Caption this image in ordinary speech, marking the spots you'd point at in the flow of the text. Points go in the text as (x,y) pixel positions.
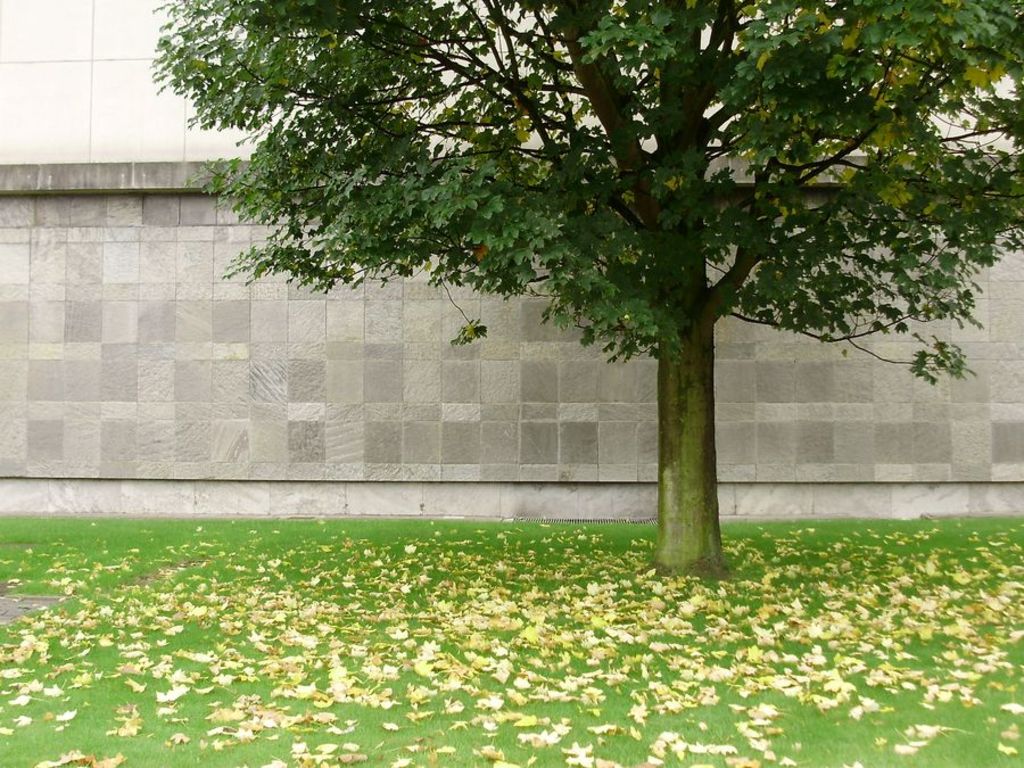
In the foreground of this image (618,639), there are dry leaves (286,692) on the grass (432,733) and also a tree (646,246). Behind it, there is a wall (238,326).
